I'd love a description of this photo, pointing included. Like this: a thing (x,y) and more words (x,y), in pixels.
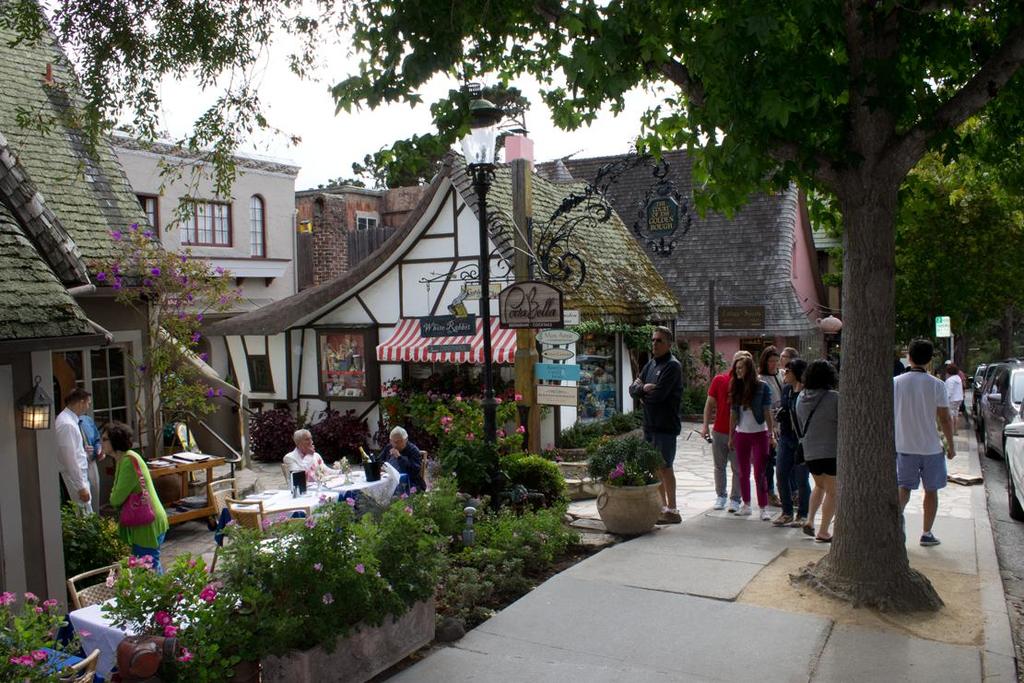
In this picture I can observe some people (715,390) standing on the land (703,453) on the right side (731,445). Some of them are sitting on the chairs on the left side (312,450). In the background (701,229) I can observe houses (324,329). There are some plants (421,541) and trees (257,103) in this picture. I can observe sky (313,122) in the background (304,130).
